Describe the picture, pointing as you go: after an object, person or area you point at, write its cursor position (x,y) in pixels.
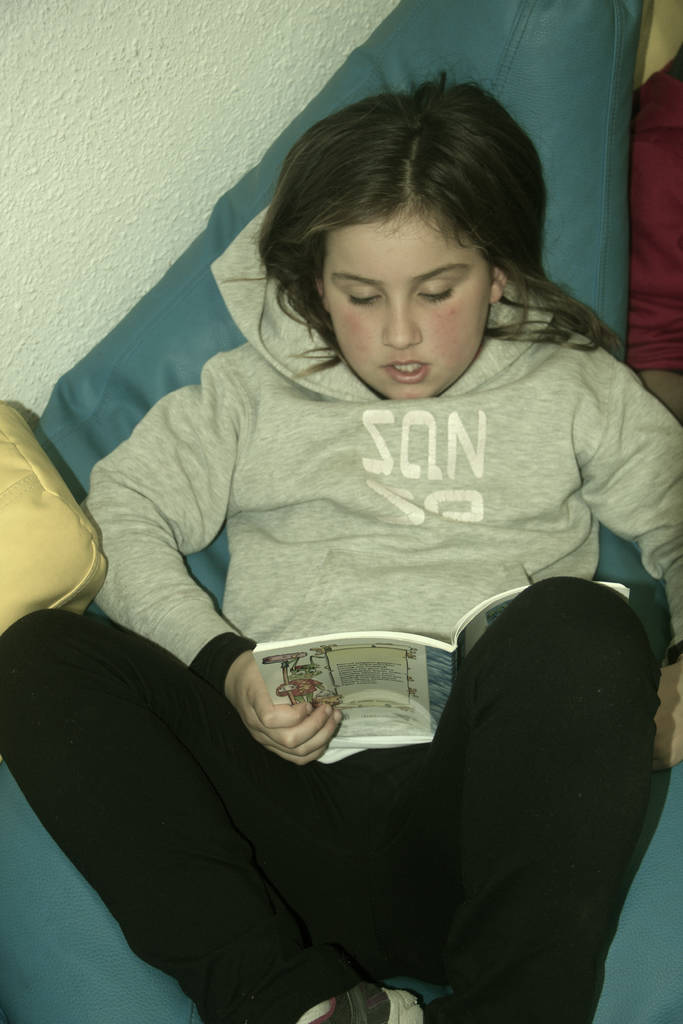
In this image I can see a girl (506,478), laying on sofa set (655,885), in the top left (160,44) I can see the wall (117,152).
